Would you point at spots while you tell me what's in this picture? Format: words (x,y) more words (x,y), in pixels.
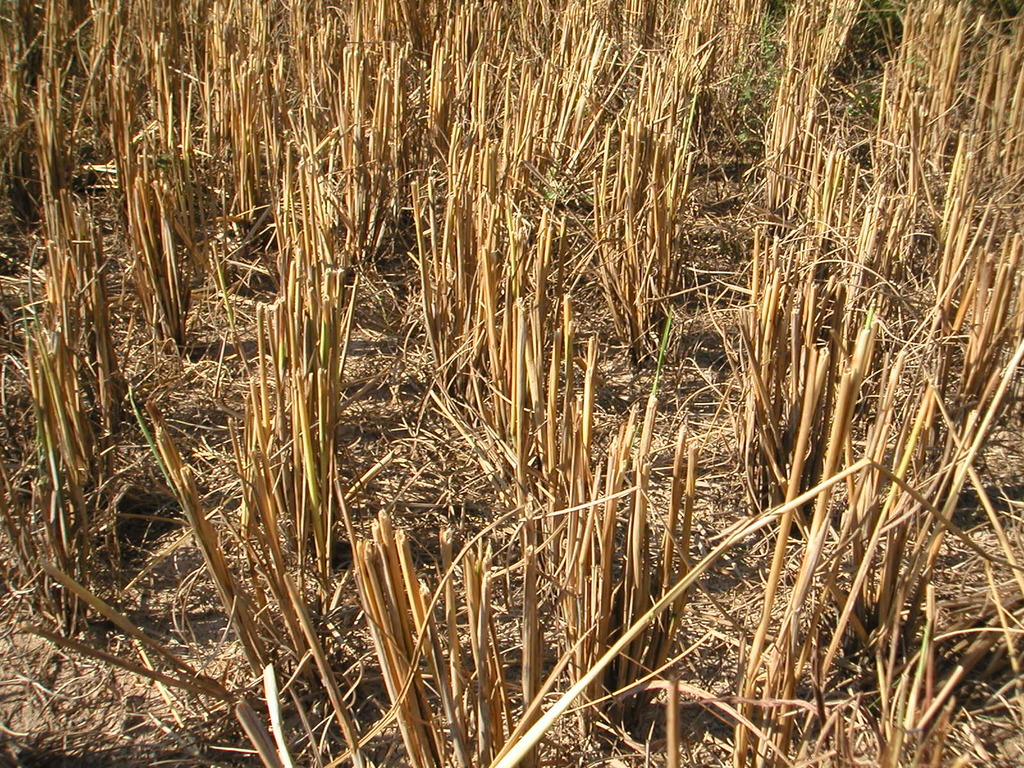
In this image, we can see grass (334,407).
